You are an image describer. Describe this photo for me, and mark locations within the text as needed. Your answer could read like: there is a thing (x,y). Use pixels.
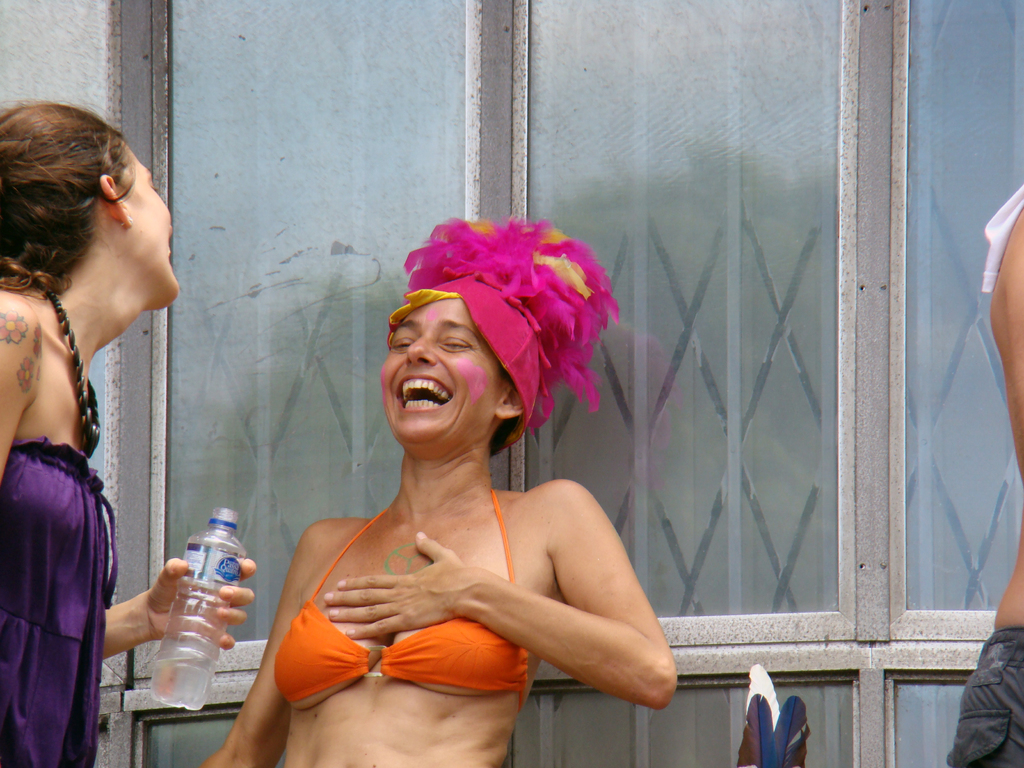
In this image, we can see few people (557,529). Here a woman (491,497) is laughing and wearing a hat (471,264). On the left side (44,489), a woman (139,599) is holding a bottle (197,632). Background (711,430) we can see a glass (738,434).
